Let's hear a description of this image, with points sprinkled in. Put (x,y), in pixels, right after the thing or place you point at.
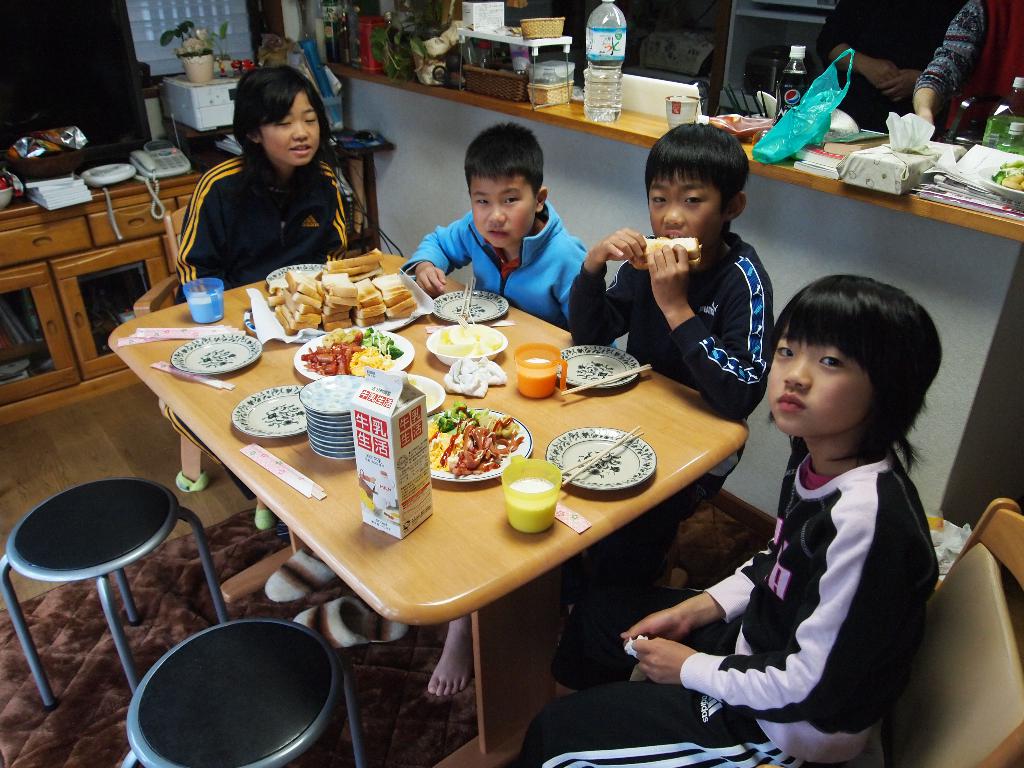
This picture shows a group of people (554,214) seated on the chair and we see some plates (355,383) and food (433,455) on the table (337,506) and we see water bottles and phones (169,147) in the background (185,157).
